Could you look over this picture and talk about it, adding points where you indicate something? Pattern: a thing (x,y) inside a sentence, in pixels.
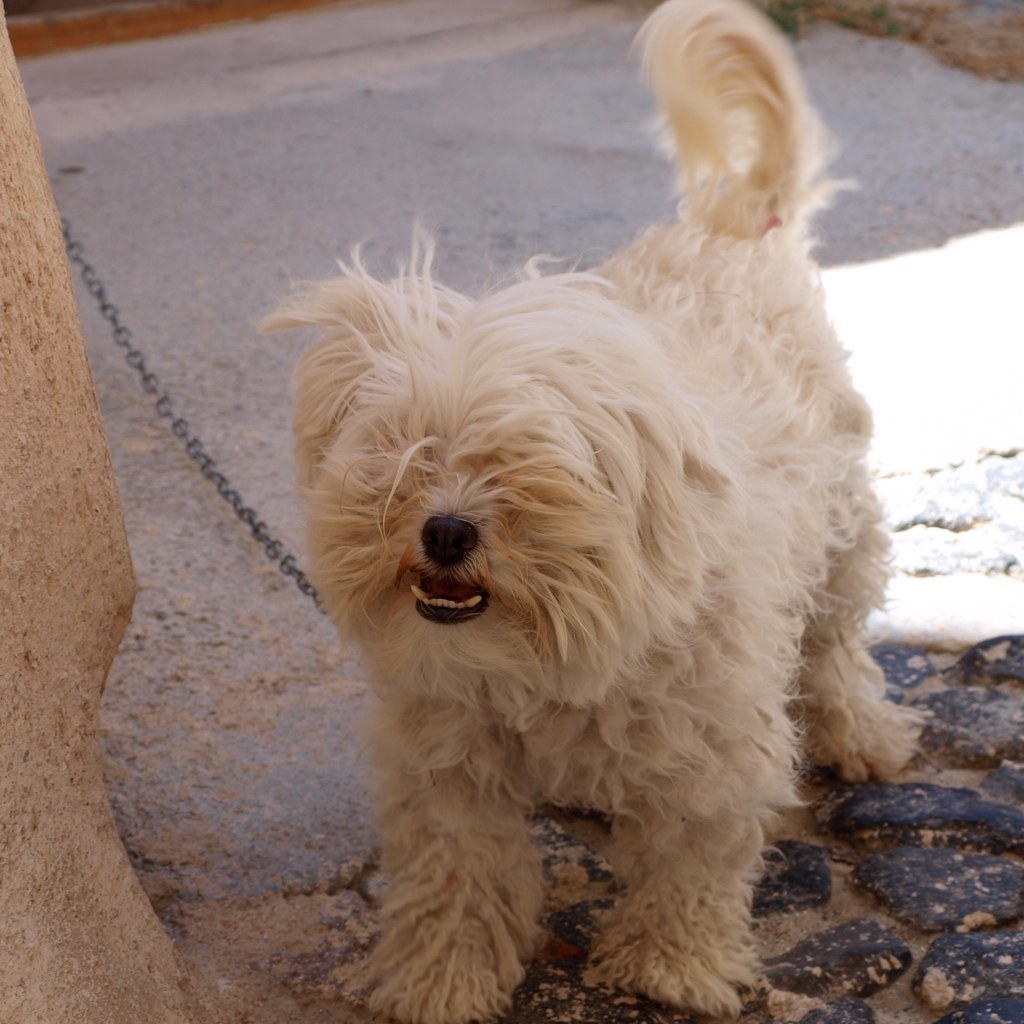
In this image I see a dog (653,246) which is of cream in color and I see a chain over here and I see the path (220,524).
